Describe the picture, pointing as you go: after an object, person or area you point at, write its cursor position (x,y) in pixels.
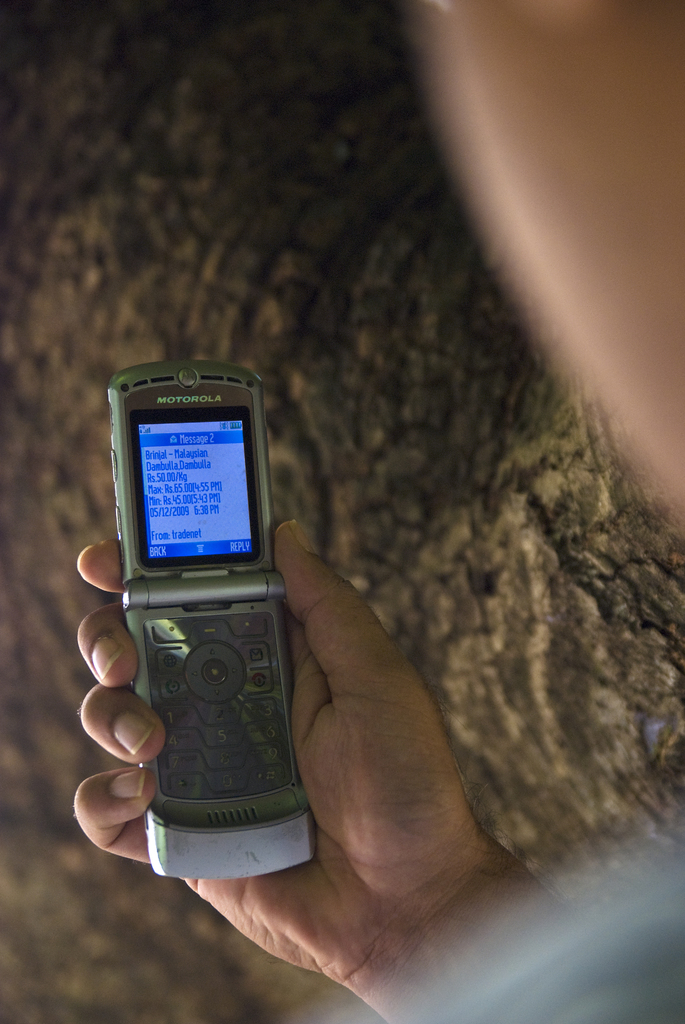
In the background (487,573) there is a tree (473,563). On the right side of the image (600,163) there is a man (327,565) and he is holding a mobile phone (195,636) in his hand (418,926). There is a text (189,473) on the mobile phone screen (211,513).
